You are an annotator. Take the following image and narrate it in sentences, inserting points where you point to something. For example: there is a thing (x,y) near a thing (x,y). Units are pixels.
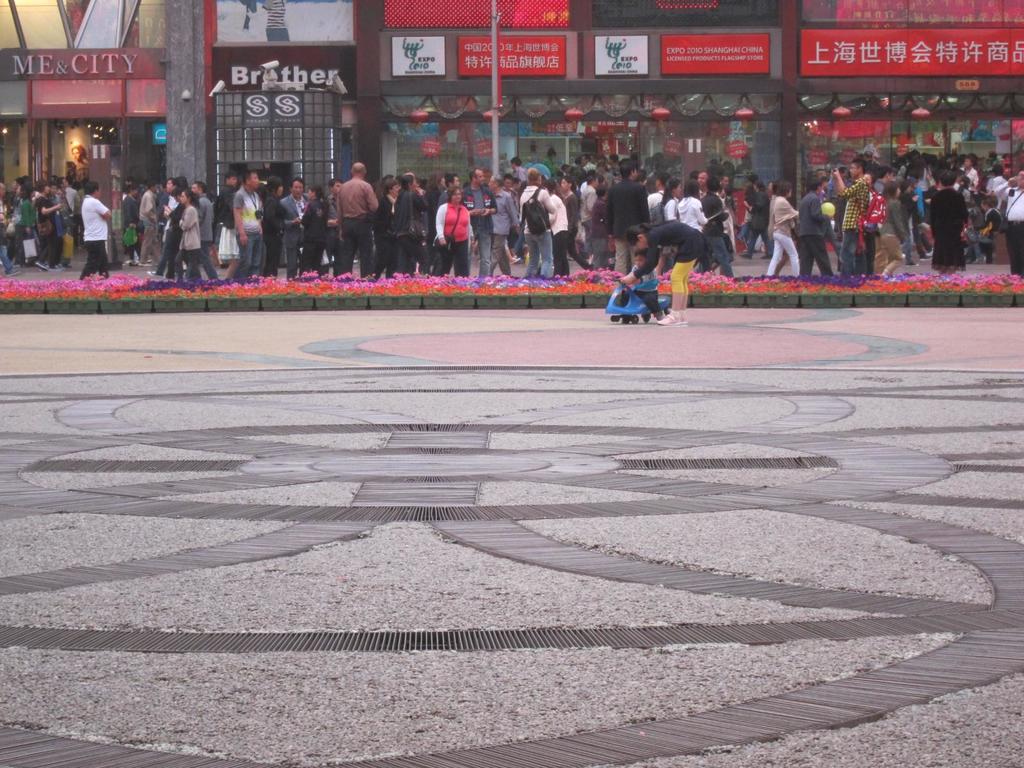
In this picture I can see a kid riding the toy vehicle (656,312), in the middle (683,298) there are people (3,235). In the background (225,173) there are boards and stores (771,119).
